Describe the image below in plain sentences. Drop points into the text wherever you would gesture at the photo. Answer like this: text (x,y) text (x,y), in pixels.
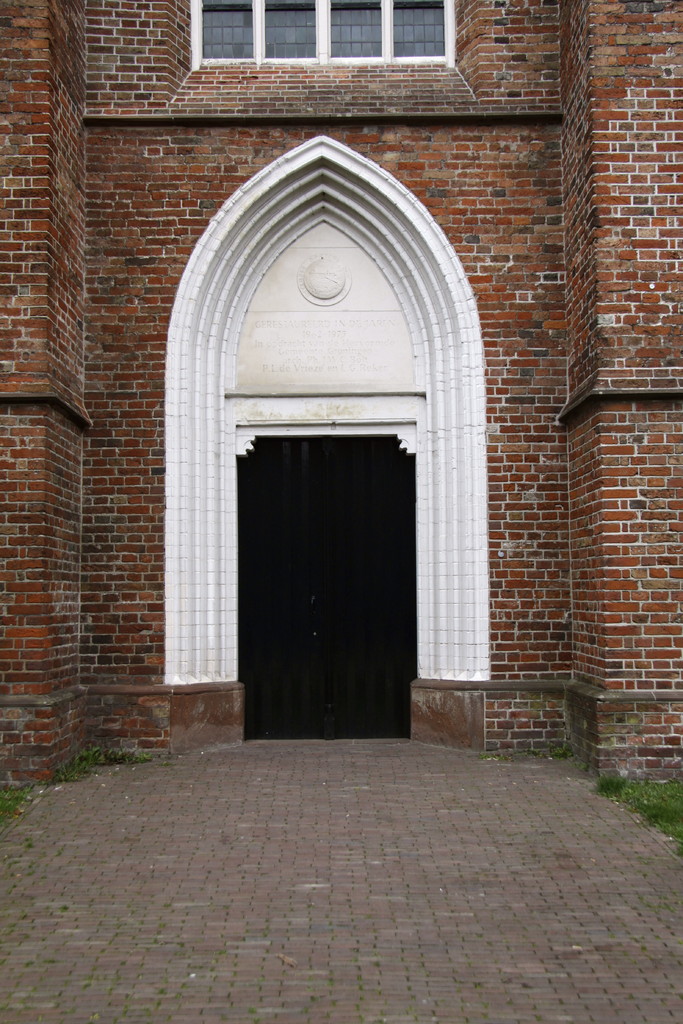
In this image, we can see the wall (530,22) with a few windows (303,23). We can also see an arch (392,260). We can see the ground (575,808). We can also see some grass (657,811).
